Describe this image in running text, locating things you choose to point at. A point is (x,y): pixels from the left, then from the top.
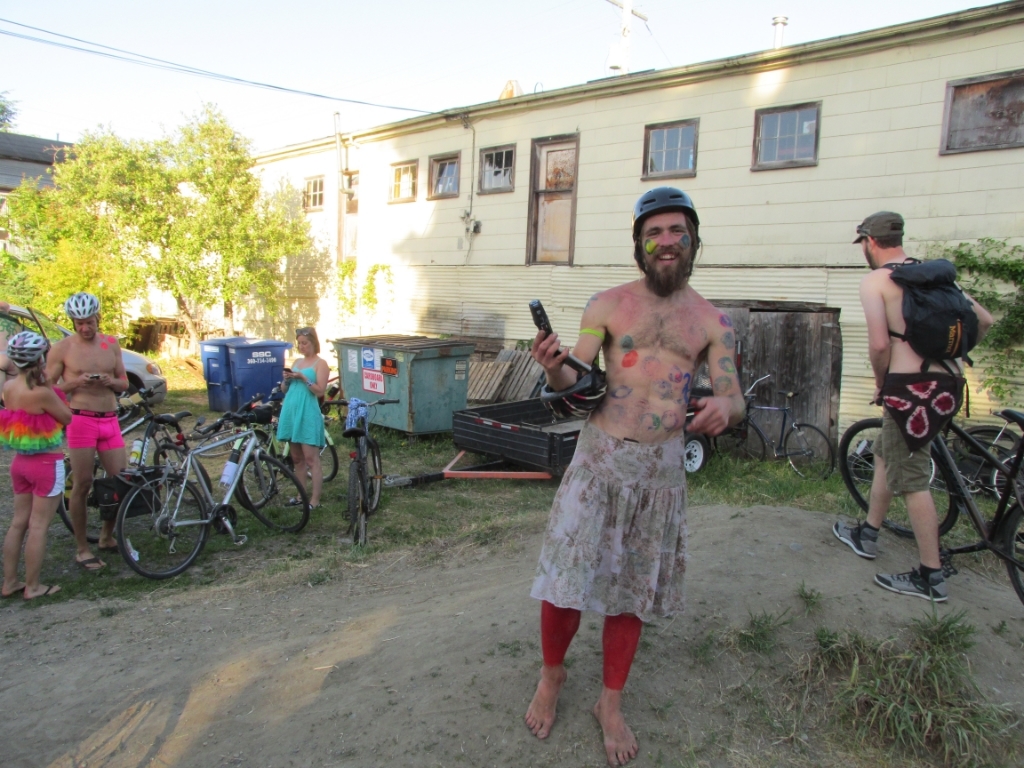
In this picture there is a man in the center of the image (593,327), he is wearing a helmet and there are other people (29,476) and bicycles (146,447) on the right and left side of the image (315,342), there are dustbins (261,373) behind them and there is a tree (272,235) on the left side of the image (228,180), there is a building (492,171) in the background area of the image (361,156), on which there are windows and there are wires (185,71) at the top side of the image (56,38).
